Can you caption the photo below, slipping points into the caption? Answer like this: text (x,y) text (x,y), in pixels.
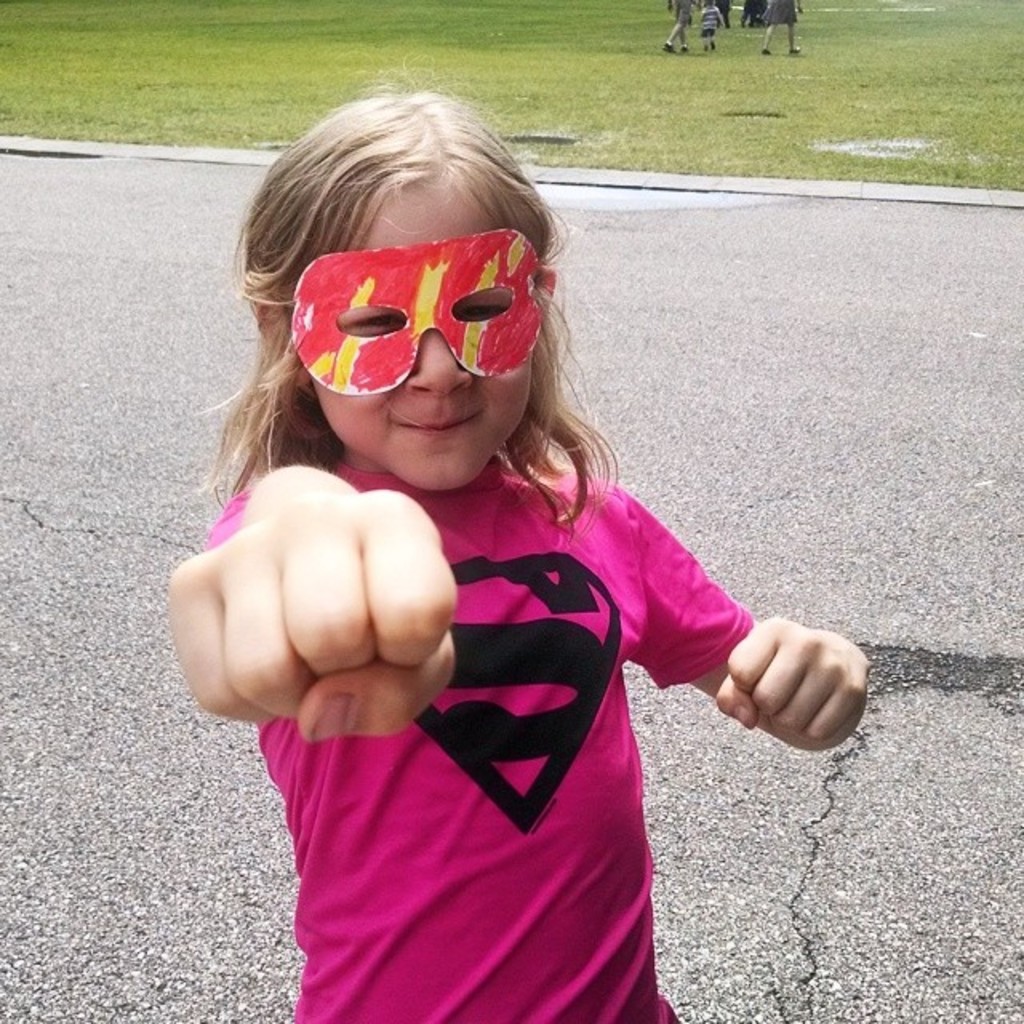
In this image we can see a girl (407,482) wore a mask (438,265). In the background (82,340) we can see road (763,375), grass (814,157), and few people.
